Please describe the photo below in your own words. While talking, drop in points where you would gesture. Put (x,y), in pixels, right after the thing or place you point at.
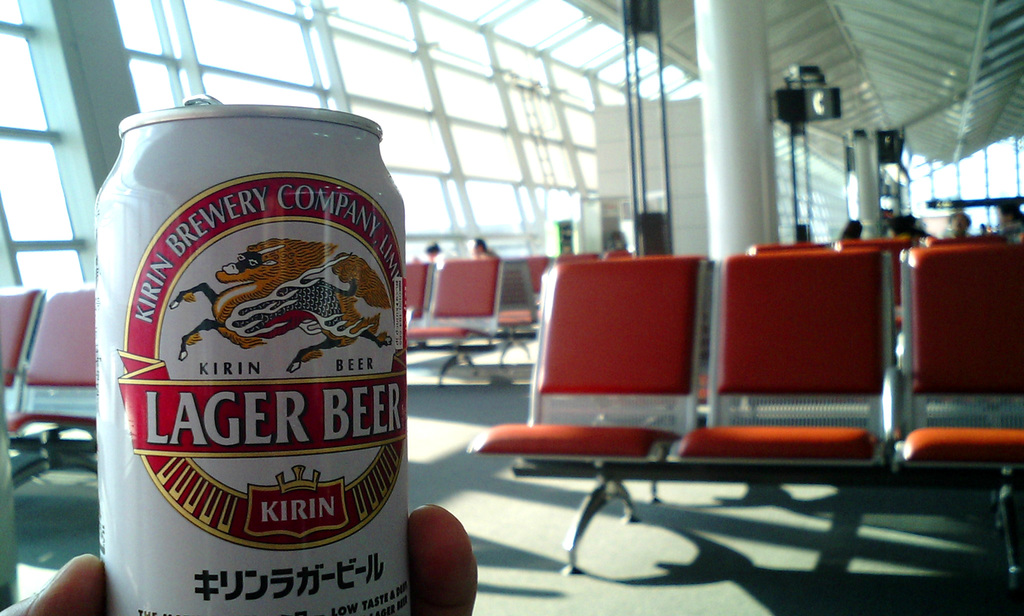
In this image on the left side (315,257) we can see a tin (165,528) in the person's fingers (74,583). In the background (149,85) there are chairs (597,299) on the floor (467,504), few persons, glass doors (478,104), poles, boards (822,86), pillar (717,202), objects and roof (880,15).
